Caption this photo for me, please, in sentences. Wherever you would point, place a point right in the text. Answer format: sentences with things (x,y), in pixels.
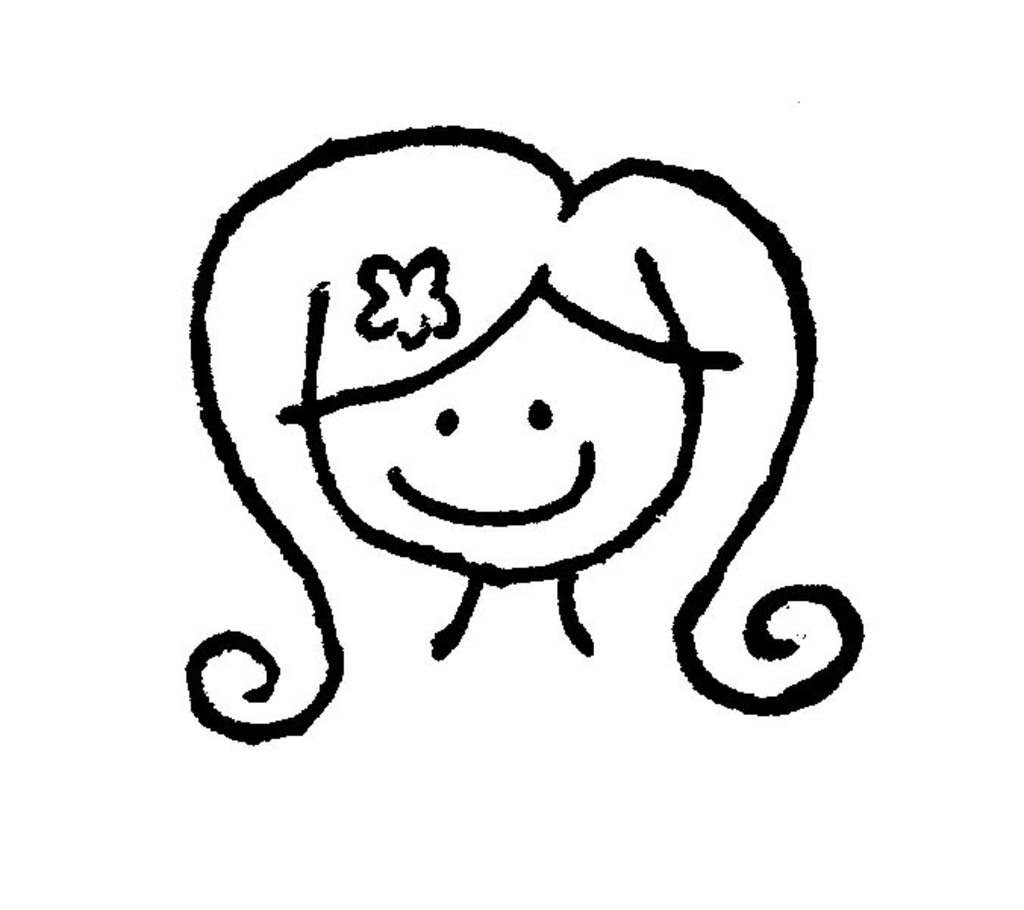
In this image I can see an art of a cartoon person (751,451) and I can see white color background (54,54).
